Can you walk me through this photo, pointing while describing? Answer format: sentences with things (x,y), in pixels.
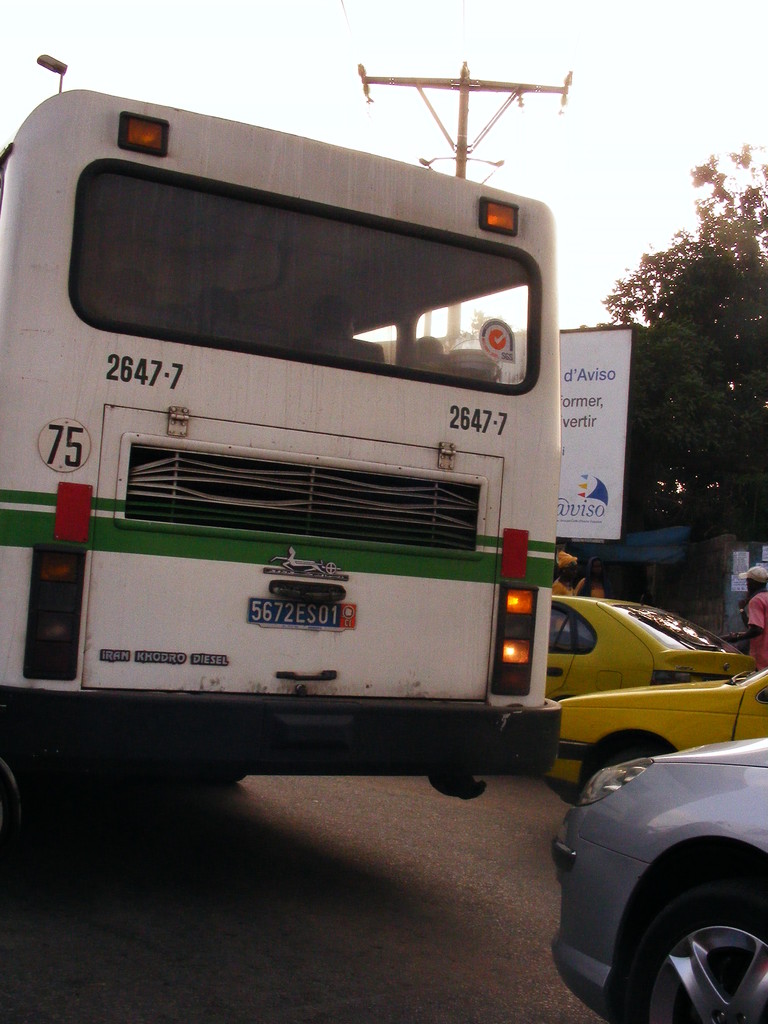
In this image at front (704,783) there are cars (676,632) and bus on the road (283,855). At the back side (560,90) there is a tower (568,78), board (597,345) and we can see trees (688,353). At the top (666,144) there is sky (645,148).
